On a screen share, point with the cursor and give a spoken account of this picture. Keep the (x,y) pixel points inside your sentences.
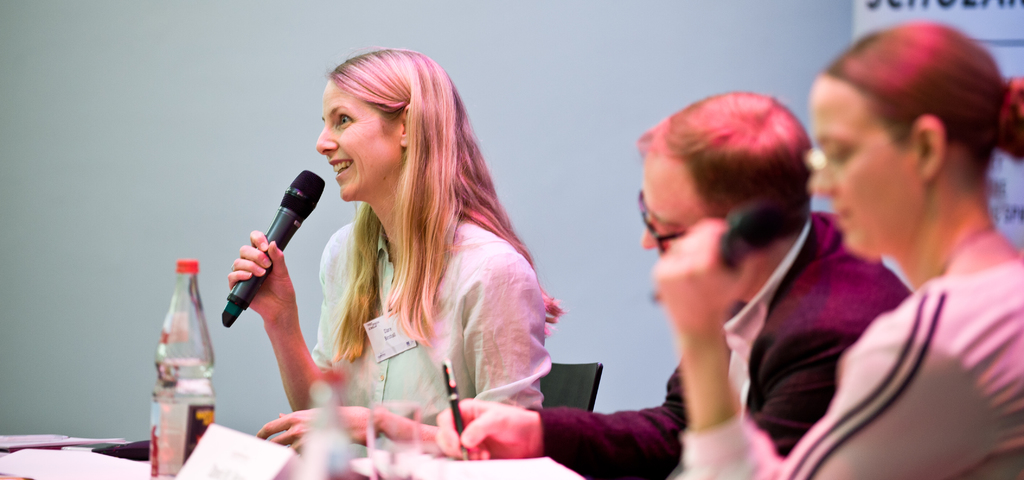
there are 3 people (840,286) seated. the person (403,219) at the left (295,200) is holding a microphone (293,201) and speaking. the person (501,416) at the center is holding a pen (447,384). in front of them there are glass (404,435) and bottles (177,372).
